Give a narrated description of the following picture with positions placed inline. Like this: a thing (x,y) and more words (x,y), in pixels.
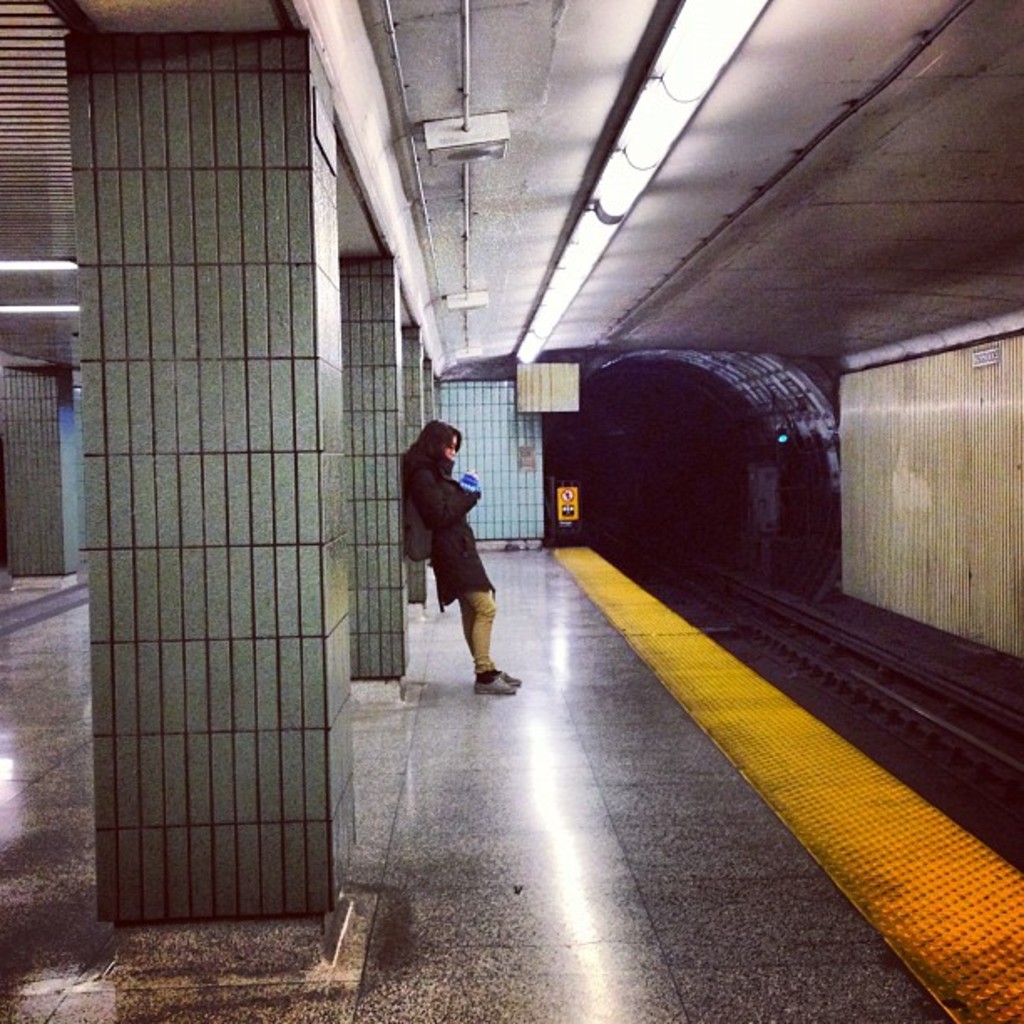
In this image I can see pillars (287,319), roof (484,162), lights (674,131), tunnel (634,450), train track (830,630), signboard (576,508), platform (500,637), person (435,576) and objects (416,536).
